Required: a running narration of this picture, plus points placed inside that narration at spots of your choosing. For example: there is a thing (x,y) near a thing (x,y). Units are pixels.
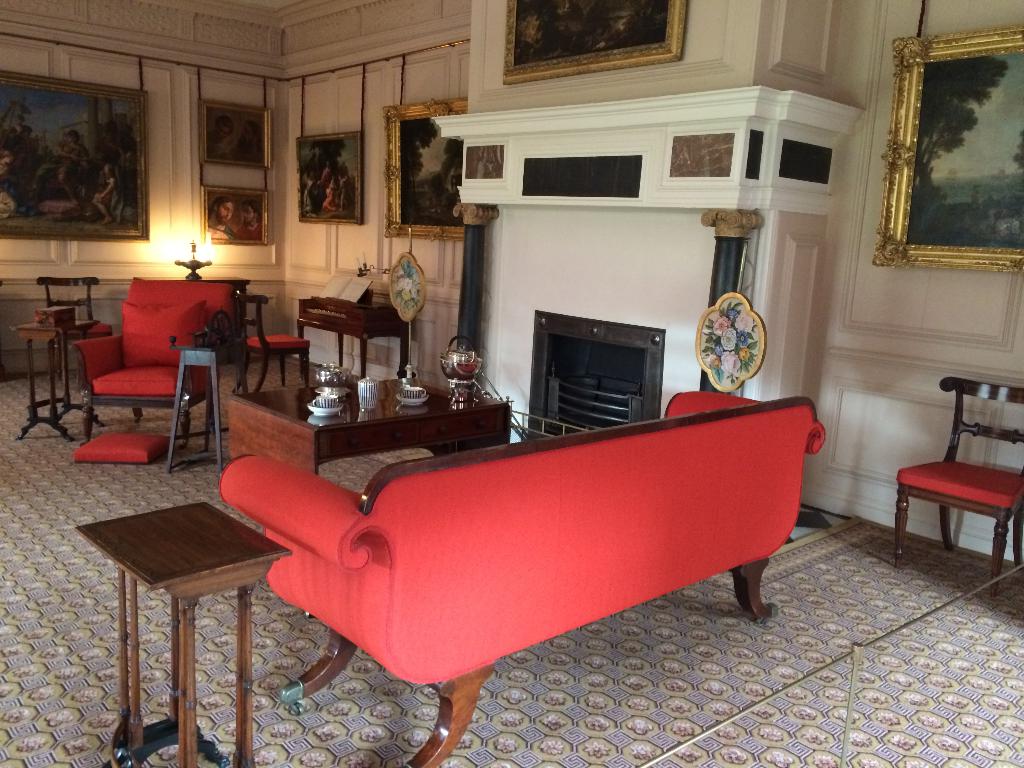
This is an inside view picture. We can see sofas (683,483) and chairs (948,497) in red colour and table (436,433) and on the table (395,427) we can see cups (424,394), saucers (401,396), and jars (368,405). This is a wall (718,79) and on the wall (177,169) we can see few photo frames (911,166). This is a floor carpet (72,648).
